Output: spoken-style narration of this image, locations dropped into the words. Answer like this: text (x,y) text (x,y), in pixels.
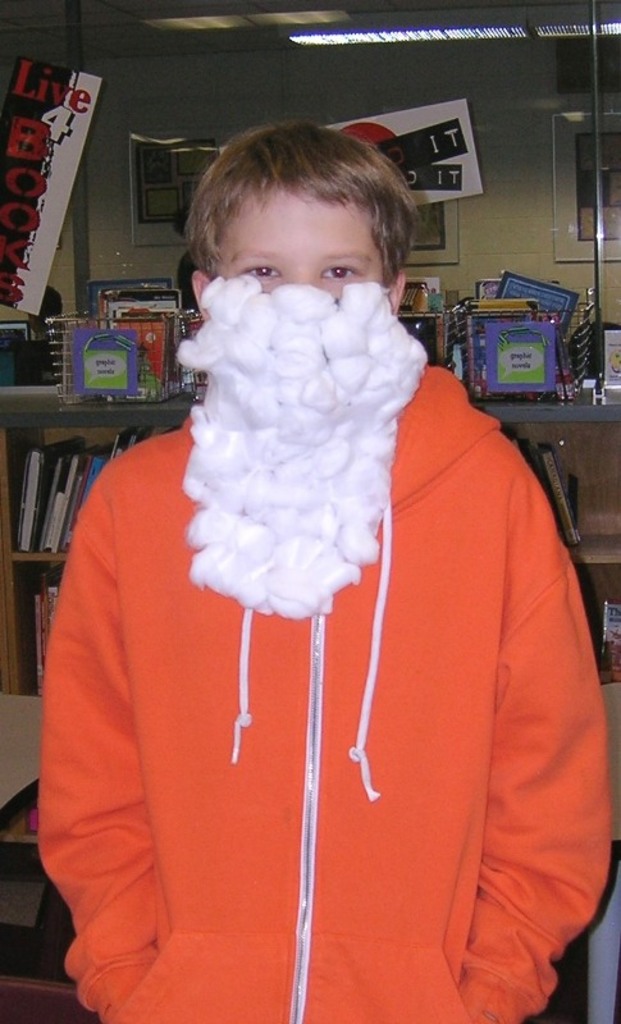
Here I can see a person (177,813) wearing a jacket (308,767) and mask (286,349) to the face (293,303). This mask (279,460) is made up of cotton (316,471). In the background (66,490) there are few books (33,536) arranged in the rack (60,404). At the top of the image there are few frames (428,230) attached to the wall (513,212) and also there is a light (377,38) to the roof (125,19).
